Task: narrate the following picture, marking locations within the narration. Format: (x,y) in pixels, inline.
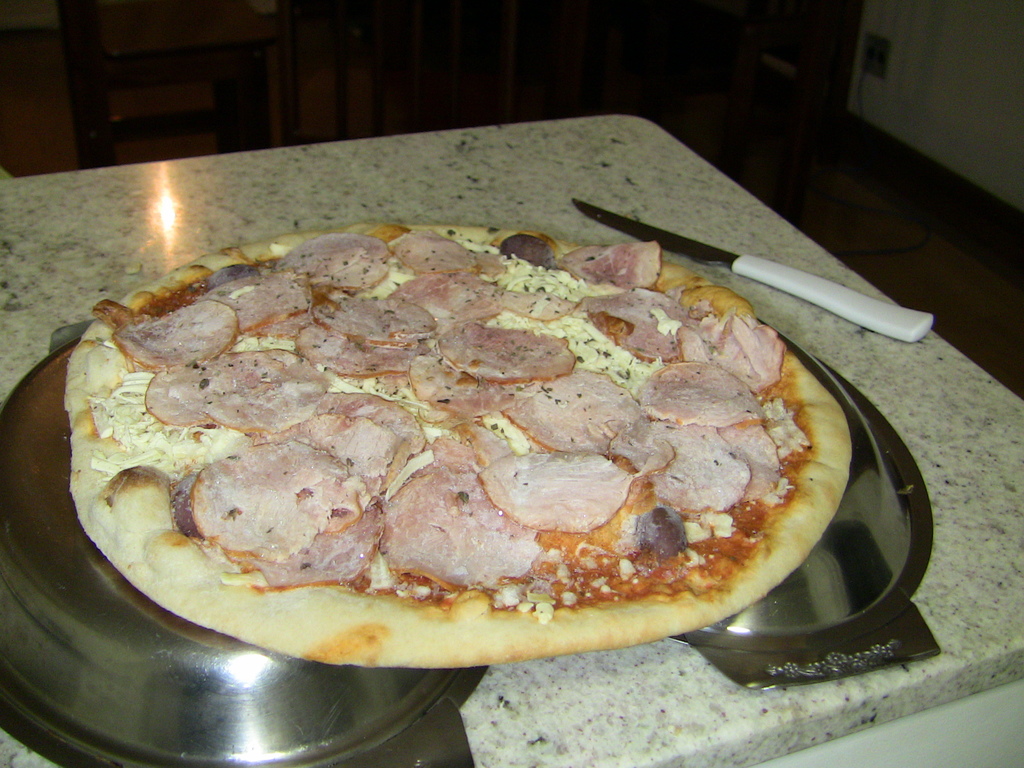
In this image I see 2 utensils (2,440) on which there is a pizza (388,462), on which there are ingredients (449,403) which are of cream in color and I see a knife (843,296) over here and these all things (689,245) are on the white and black surface (68,180).
